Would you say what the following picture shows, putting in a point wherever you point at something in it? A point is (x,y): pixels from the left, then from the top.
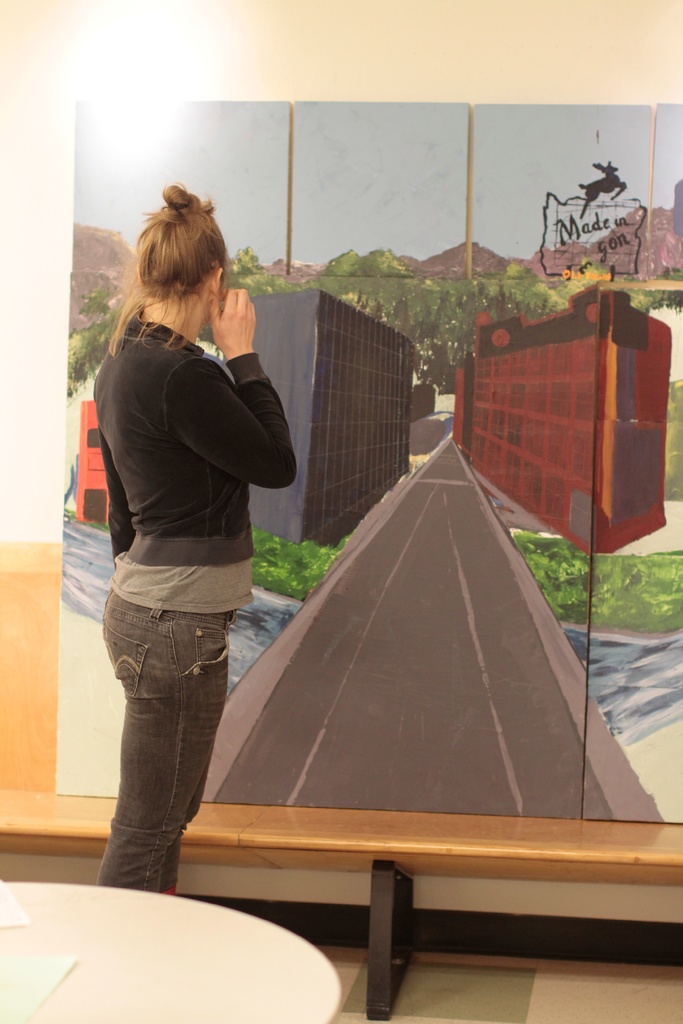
in this image in this room (284,617) she is standing on the floor (535,1000) and she is staring the painting (245,652) and inside the room (38,209) the table (246,944) is there the back ground (204,53) is very light.
